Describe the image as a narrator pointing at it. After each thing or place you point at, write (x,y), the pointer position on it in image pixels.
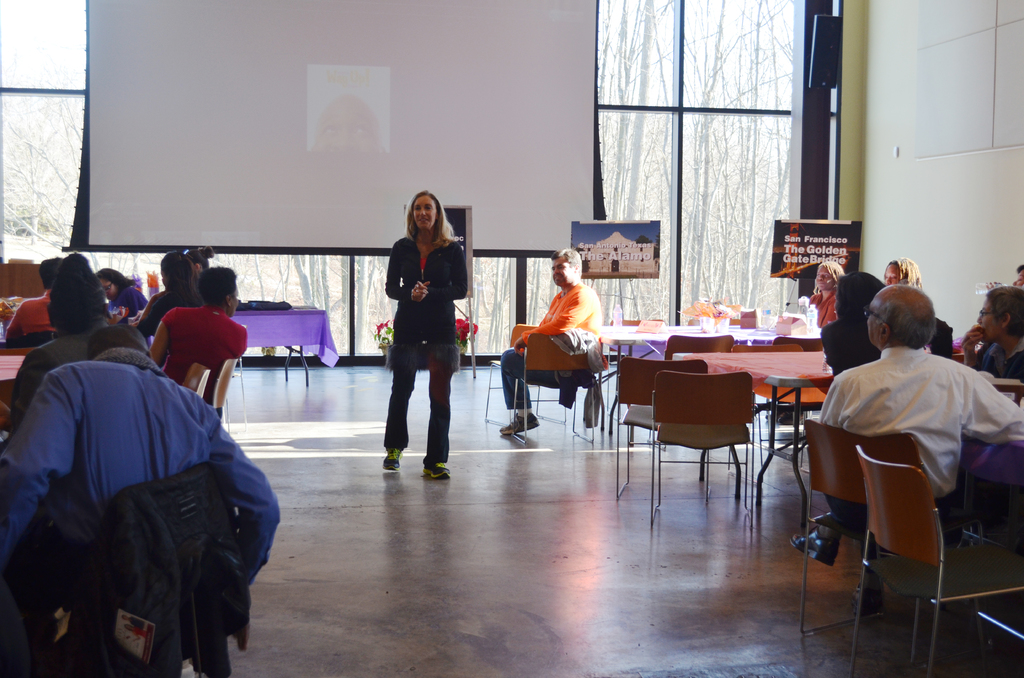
In the picture we can see a people (56,500) sitting on a chairs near the tables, to a left hand side and some people (549,310) are sitting on the right hand side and tables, and one woman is standing and explaining something to them, behind her there is a white color screen (511,70), in the back side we can see a screen (524,70) and in the background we can see a glass wall (676,296) from it we can see a trees (605,296).
